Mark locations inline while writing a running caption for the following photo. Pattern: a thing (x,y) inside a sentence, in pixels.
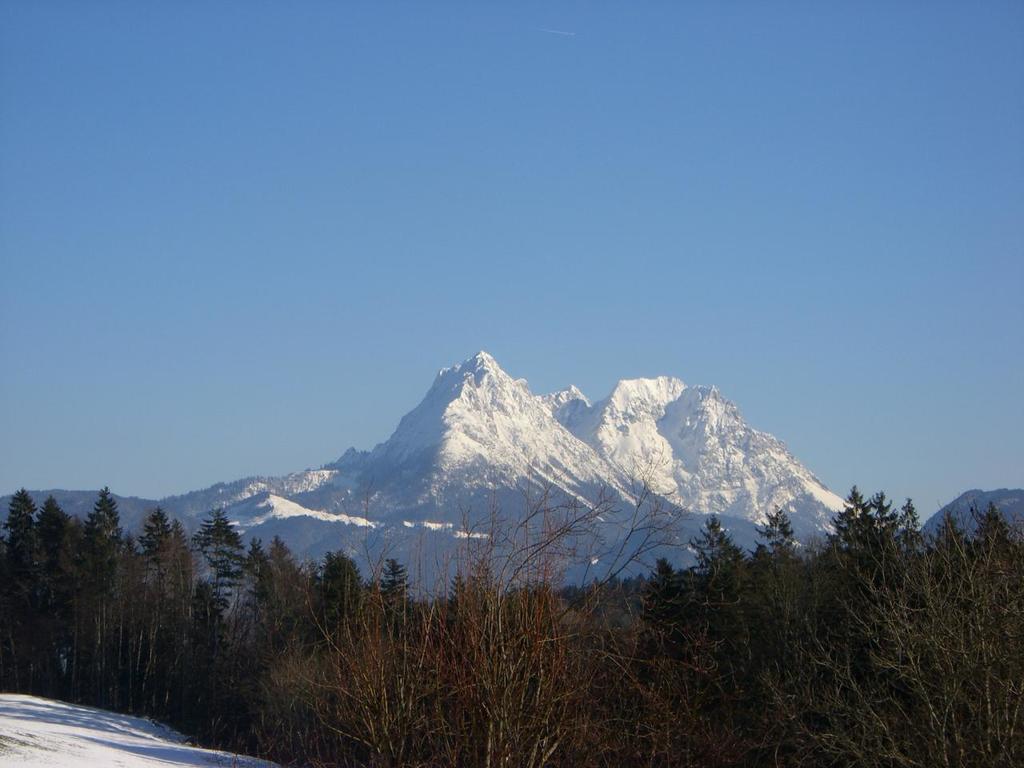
In this picture here are trees (337,577) and ice mountains (485,388) in the image and there is sky (180,185) at the top side of the image (300,185).
